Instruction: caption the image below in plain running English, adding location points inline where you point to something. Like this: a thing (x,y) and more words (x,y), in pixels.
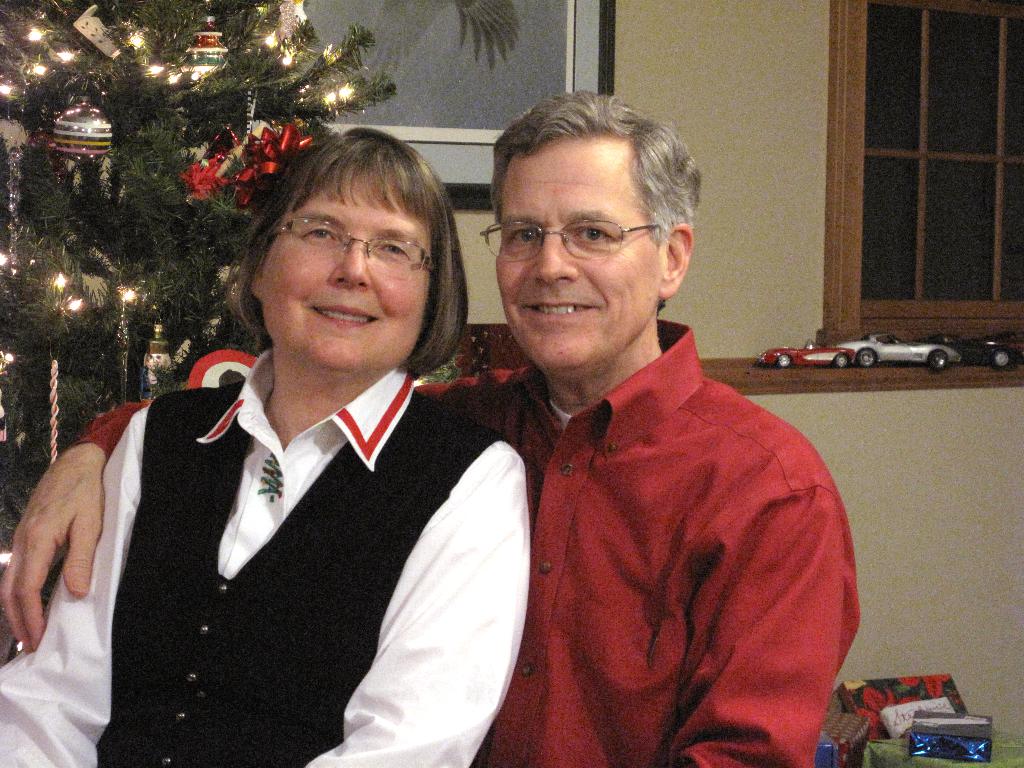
In this image, we can see two persons (640,544) in front of the wall (755,111). These two persons (409,380) are wearing clothes (541,569) and spectacles (533,225). There is a Christmas tree (200,271) in the top left of the image (271,159). There is a photo frame (448,57) at the top of the image (575,50). There is a window (962,187) in the top right of the image (959,203). There are toys (985,345) on the right side of the image (925,348).
